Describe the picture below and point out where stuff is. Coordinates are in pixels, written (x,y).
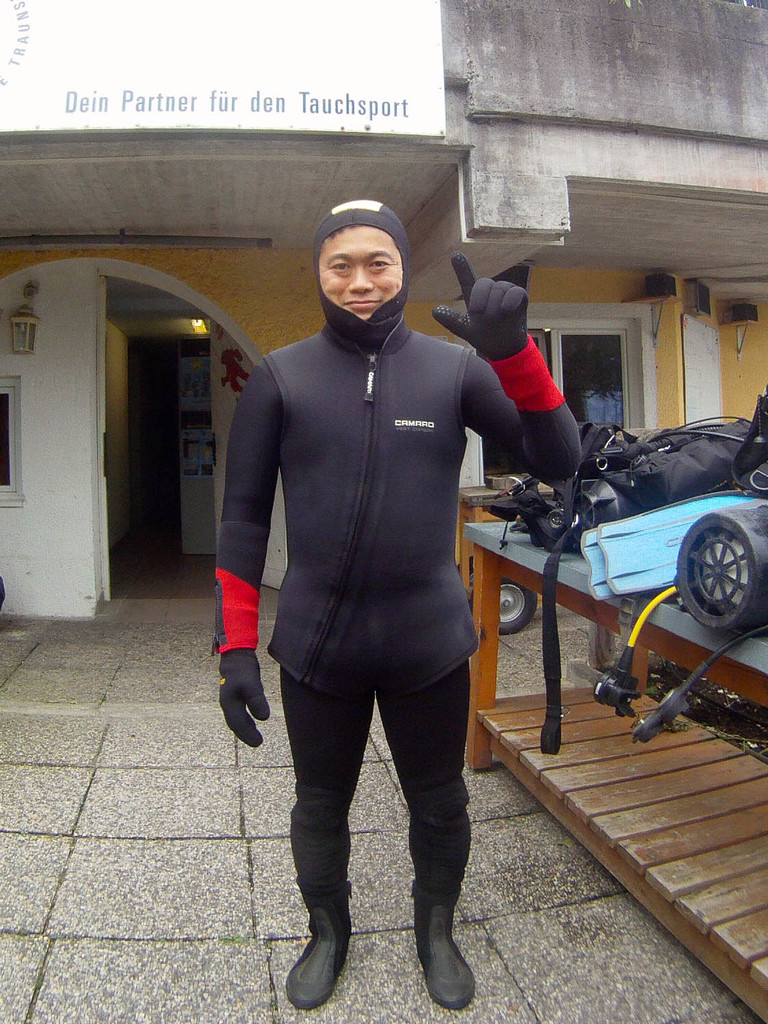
In this image in the center (385,664) there is a person (369,711) standing and smiling. On the right side (635,548) there are objects (691,562) on the table (663,608) which are black and blue in colour. In the background (224,355) there is a building (567,258) and on the wall (455,116) of the building (548,264) there is a board (204,76) with some text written on it, there is a window (614,385) and there are objects (738,317) which are black in colour on the wall (714,306), there are lights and there is a wheel (507,616) which is visible in front of the building (474,462).
